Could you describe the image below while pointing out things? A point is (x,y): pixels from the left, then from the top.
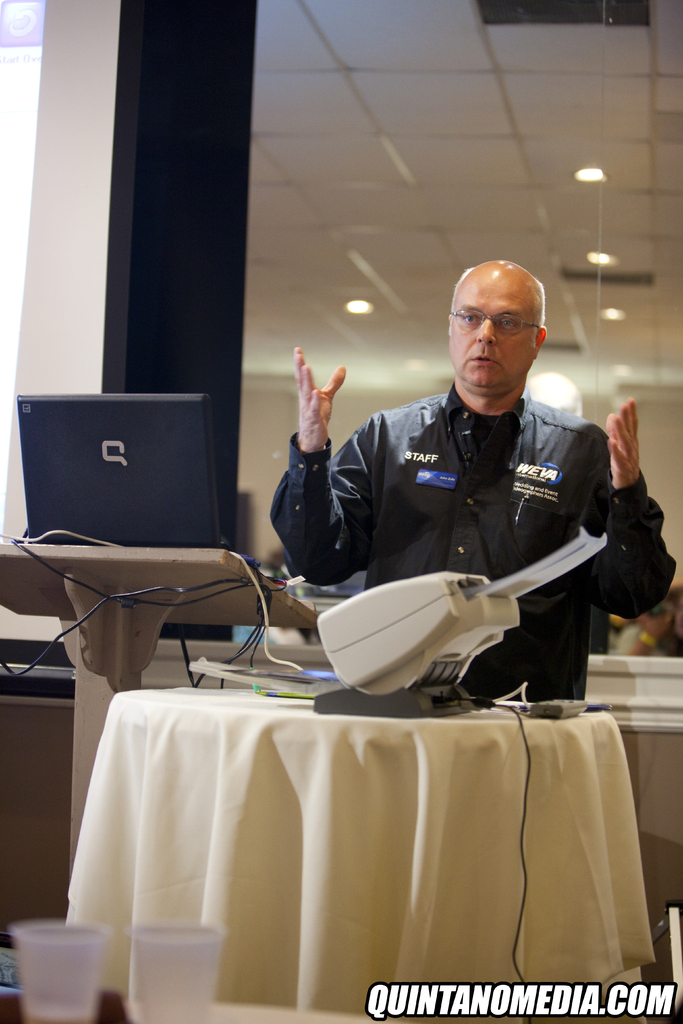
This image is clicked in a conference room (292,656). There are light (621,368) on the top (593,272), there is a table (457,805) and there is a machine (447,702) on the table (486,825). There is a podium (200,558) left side (200,568), on that podium (30,593) there is a laptop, there is a man (464,319) on the right side (639,506), he is wearing black dress (544,545), there are 2 cups (21,934) on the bottom left corner (32,938).
